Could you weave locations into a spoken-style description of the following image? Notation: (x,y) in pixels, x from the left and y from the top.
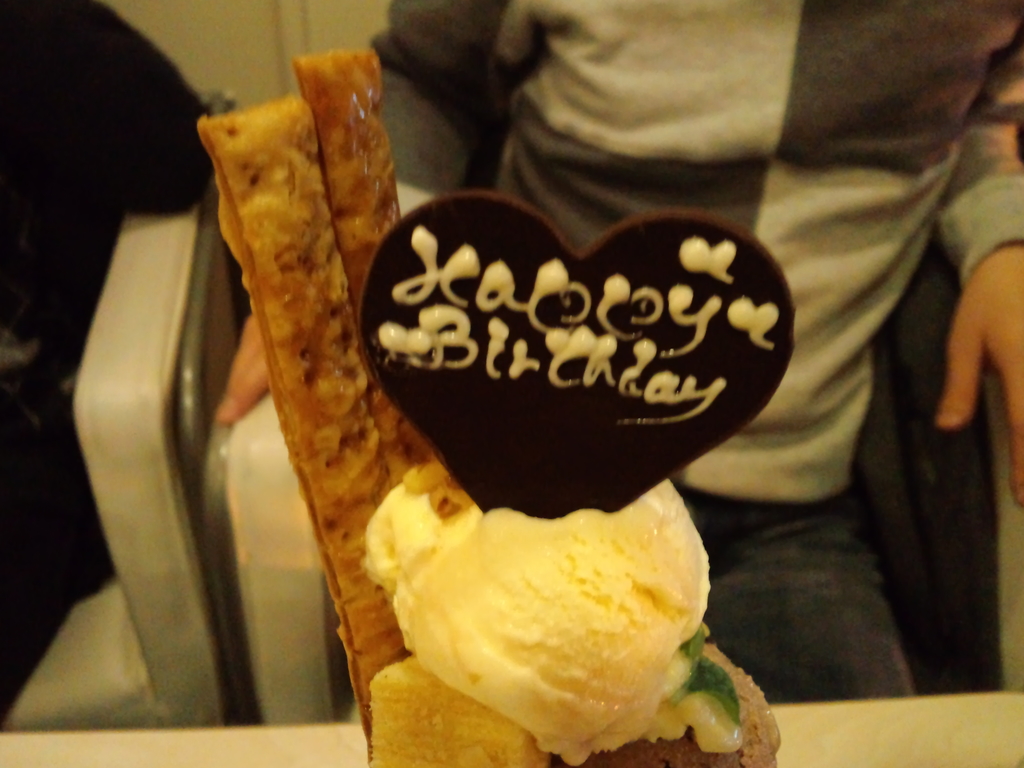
In this image I can see ice cream (421,645) which is in cream, brown color. Background (717,65) I can see a person (695,82) sitting wearing gray and white shirt (551,194).
